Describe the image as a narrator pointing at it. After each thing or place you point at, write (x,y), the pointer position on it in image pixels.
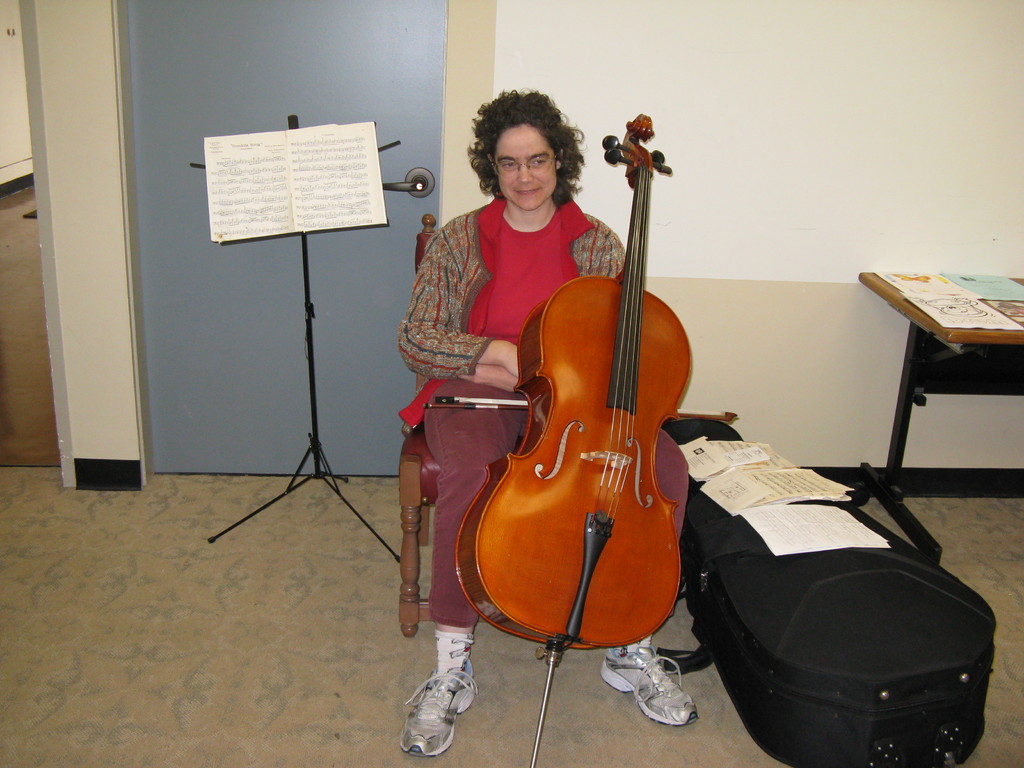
This picture is clicked inside. On the right (981,336) there is a table (895,295) on the top of which some papers (970,278) are placed and a black color box (823,645) is placed on the ground (543,682) and there are some papers (778,486) placed on the top of the box (842,577). In the center (591,265) there is a person (509,207) sitting on the chair (415,489) and smiling and we can see a cello (610,453) placed on the ground (531,675) with the help of a stand (541,718). On the left (266,139) there is a paper (284,181) attached to the stand (308,265). In the background (92,68) we can see the wall (954,24) and a blue color door (196,321).
